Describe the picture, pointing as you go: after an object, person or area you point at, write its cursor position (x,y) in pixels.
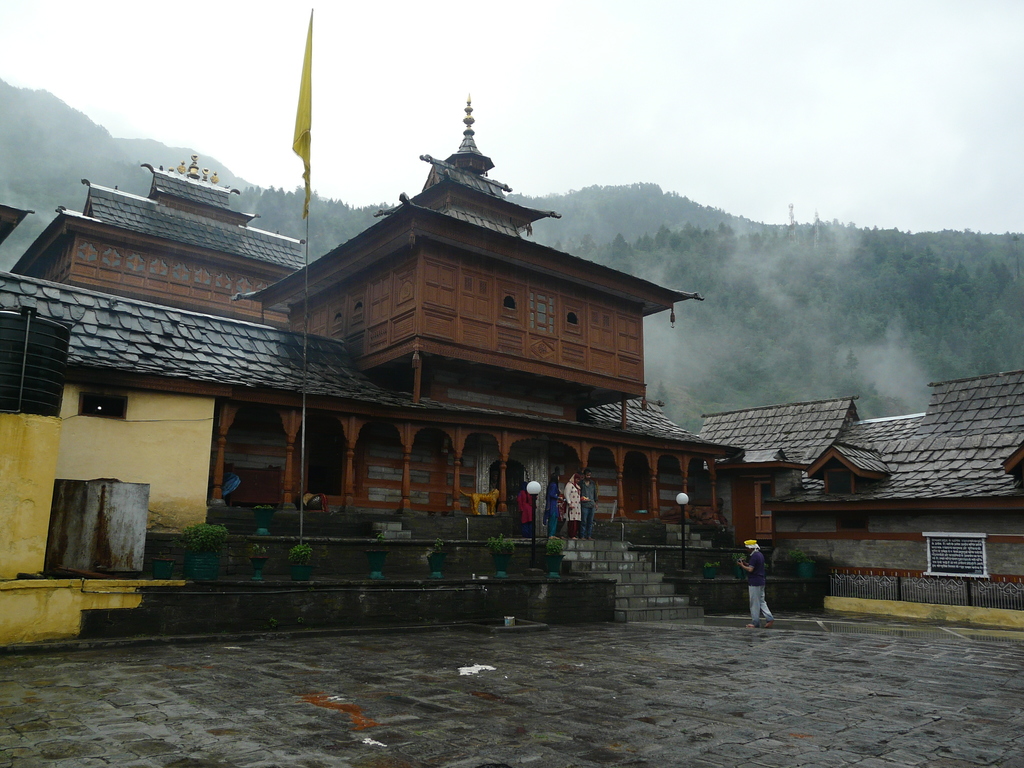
This is an outside view. In the middle of this image (499,383) there are few buildings (399,481). Here I can see few persons (556,508) are standing in front of this building (499,480). On the left side (308,184) there is a flag (294,139). In the background (670,271) there are many trees (717,301) and also I can see the fog (783,287). At the top of the image (757,84) I can see the sky (735,104).
